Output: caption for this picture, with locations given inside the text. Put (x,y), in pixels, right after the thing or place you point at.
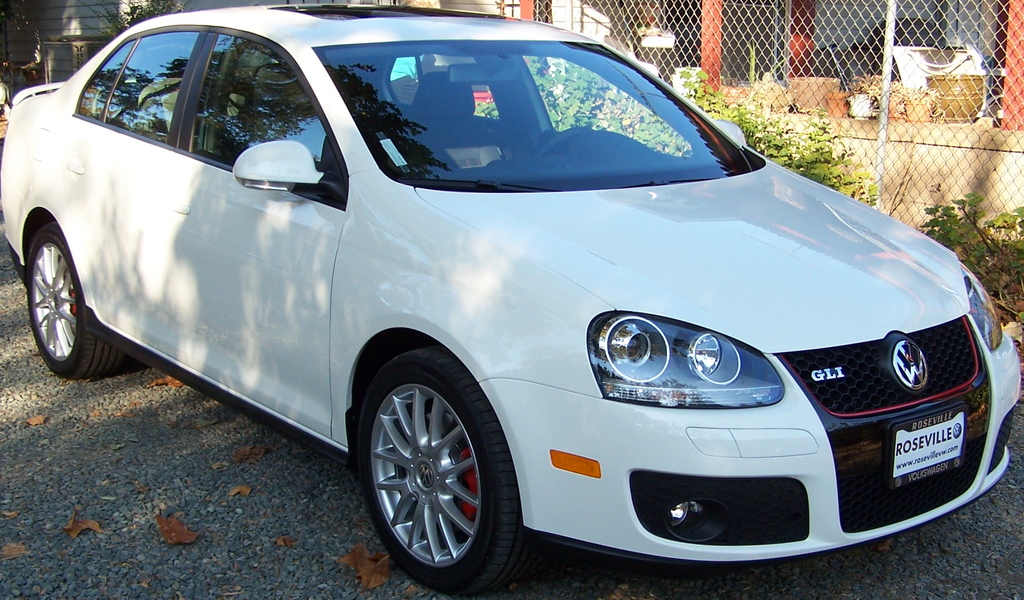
In the center of the image (346,206) we can see a car (90,271). In the background of the image (938,54) we can see the wall (99,18), plants (965,211), mesh (894,72), pots (834,108) and some other objects (931,58). At the bottom of the image (235,543) we can see the road (370,537) and dry leaves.
